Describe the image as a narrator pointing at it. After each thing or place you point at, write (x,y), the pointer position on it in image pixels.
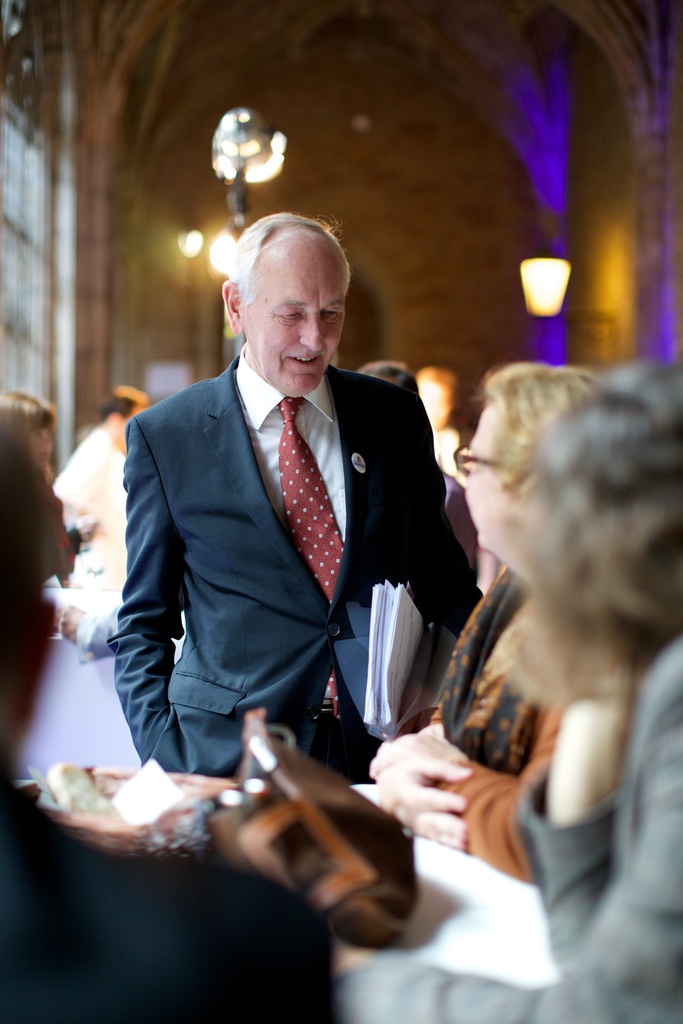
This picture shows few people (300,589) standing and we see women (468,820) and a handbag (328,878) on the table (427,895) and we see man (353,638) holding papers (412,665) in his hand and we see lights (541,270) and a basket (84,827) on the table (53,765).
